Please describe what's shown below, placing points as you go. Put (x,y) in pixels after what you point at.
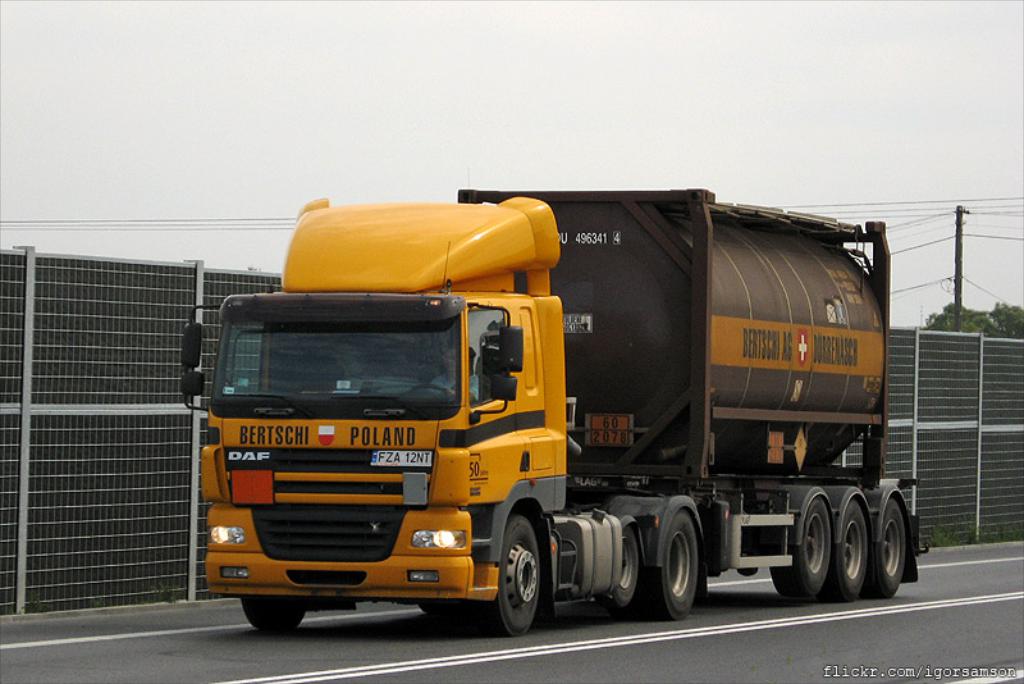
In this picture we can see a vehicle (693,257) on the road (779,680), fence (975,407), wires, trees (1001,316), pole (958,239) and in the background (509,105) we can see the sky (509,105).
